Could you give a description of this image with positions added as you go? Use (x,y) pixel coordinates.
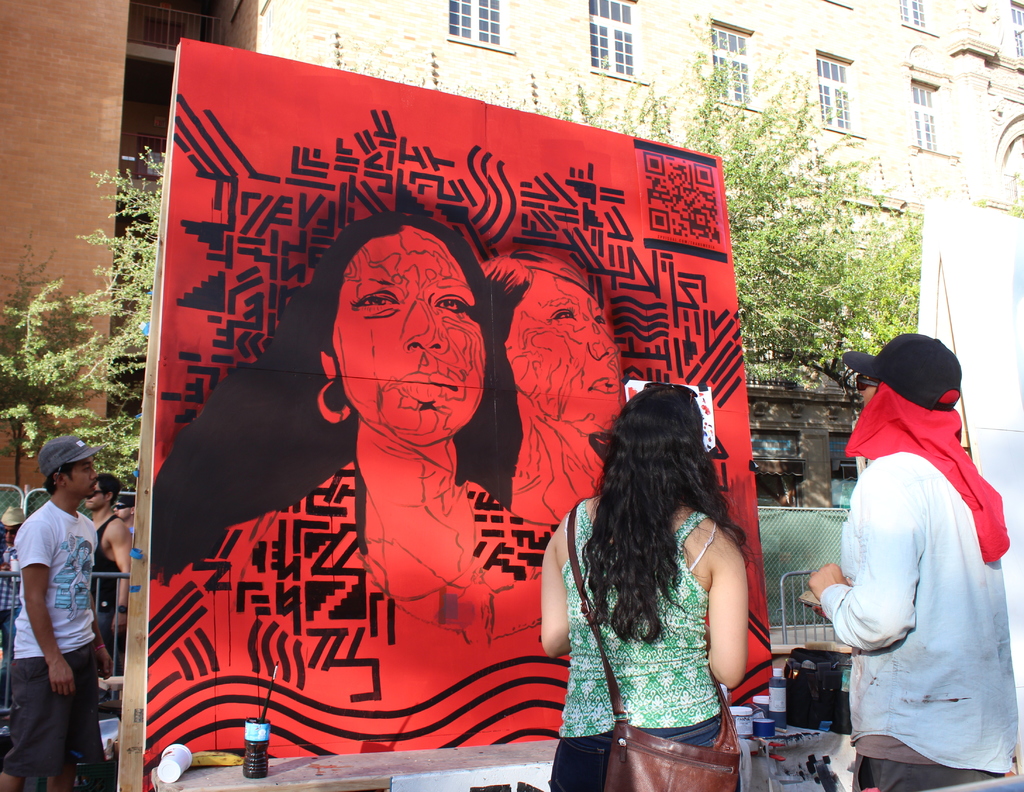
In this image I can see a hoarding board (371,227) and I can see a red color painting (490,256) visible on hoarding board (315,432), in front of the hoarding board (344,500) I can see two persons (994,563) at the top (689,11) I can see the building (909,29) and tree (864,206). on the left side (26,686) I can see two persons (92,487) and the wall (72,190).
